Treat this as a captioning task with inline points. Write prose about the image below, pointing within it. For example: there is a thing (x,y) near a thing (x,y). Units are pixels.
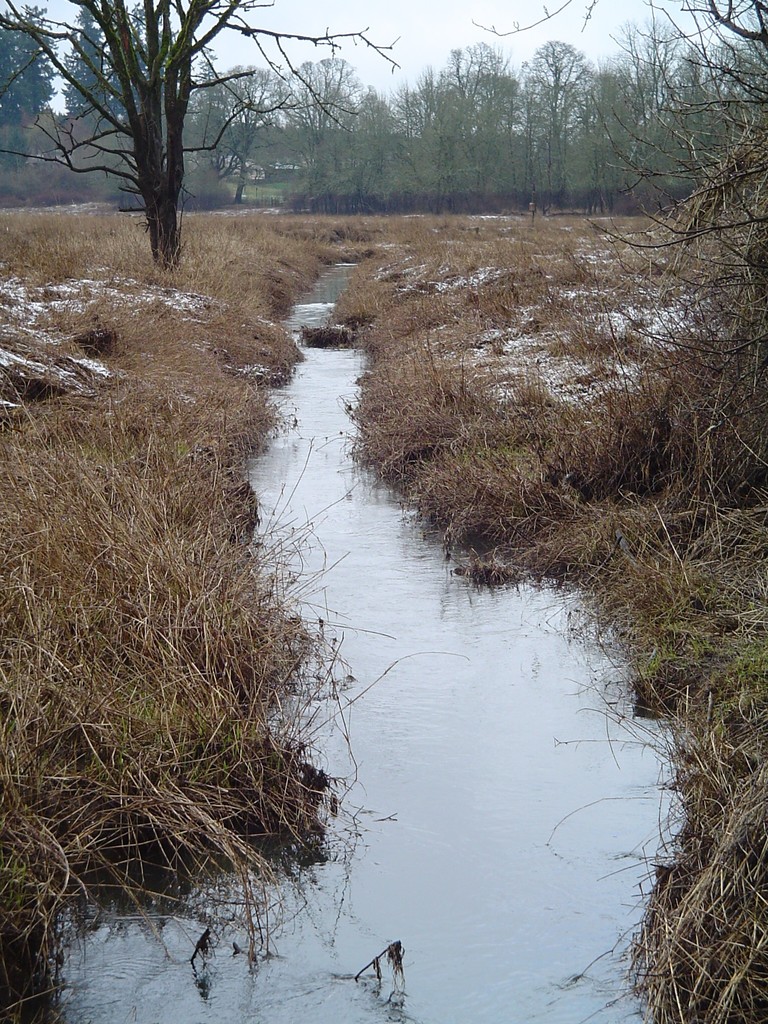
In this picture I can see the water (338,999) flow in between the grass (46,616), around we can see some trees (154,236).
